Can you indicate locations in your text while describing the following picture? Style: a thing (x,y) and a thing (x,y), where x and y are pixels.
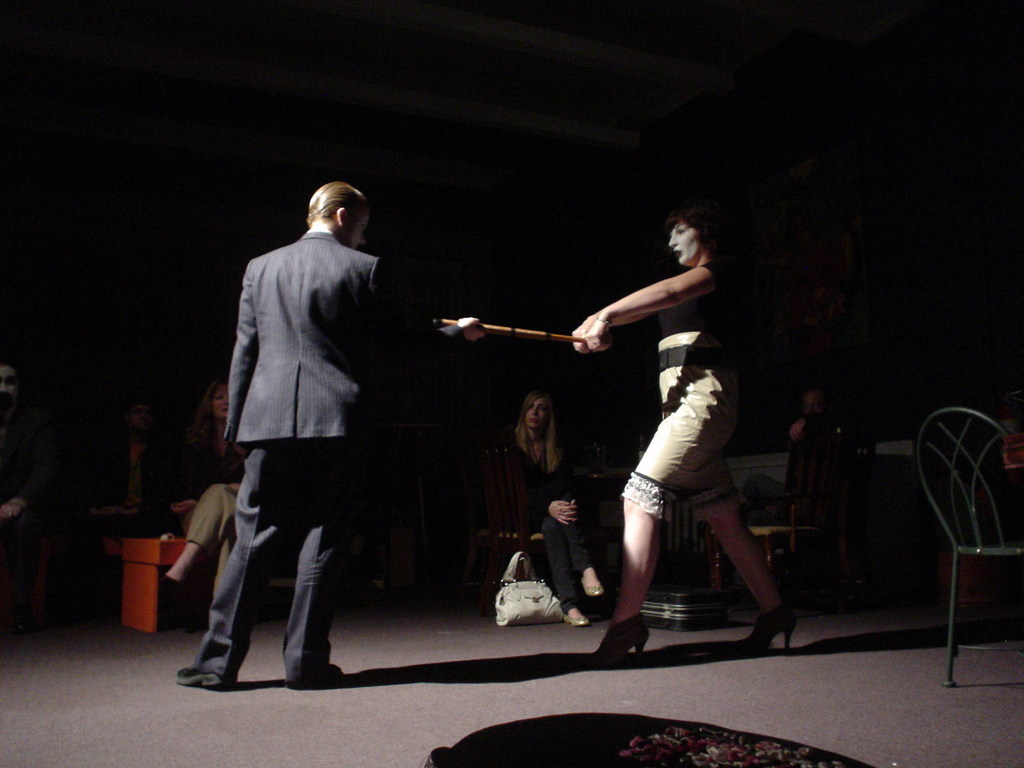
In this picture we can see men (455,332) and woman (670,354) holding stick (495,328) with their hands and walking and in front of them we have a group of people (141,453) sitting on chairs (516,505) and looking at them and beside them we have bags (505,605), boxes (642,610) and in the background (675,119) it is dark.
